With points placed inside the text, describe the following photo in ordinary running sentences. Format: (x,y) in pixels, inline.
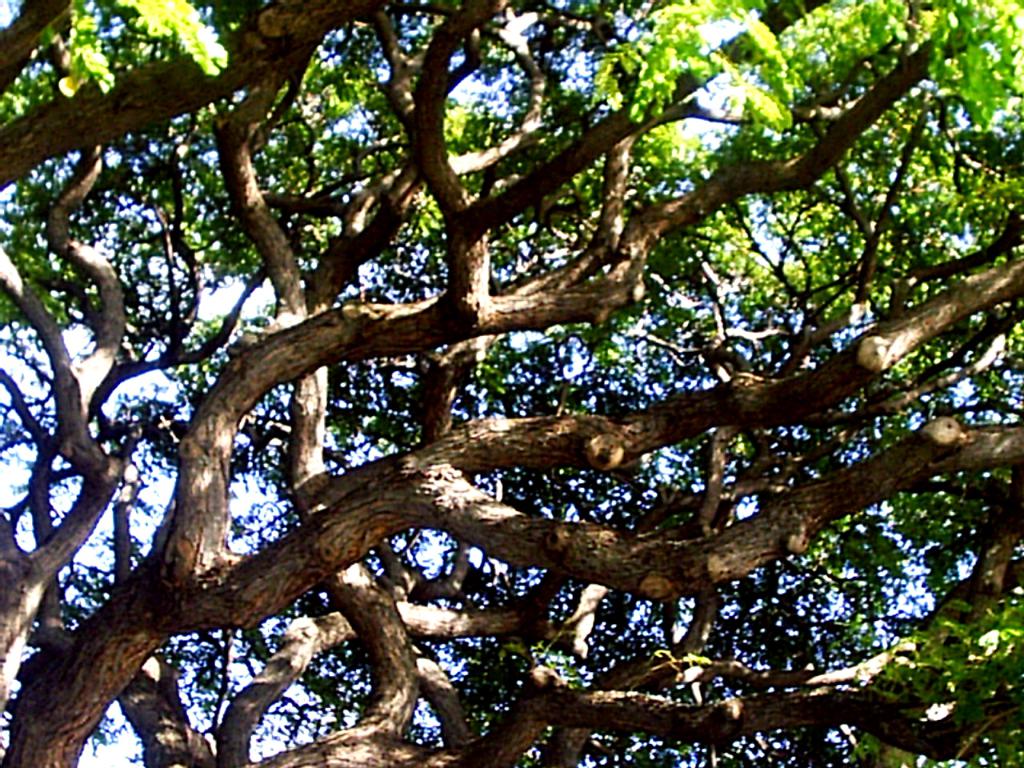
In this picture we can able to see a tree (749,226). The tree leaves (190,39) are in green color and the branches (428,303) are in brown color. The sky (459,100) is in white color.
